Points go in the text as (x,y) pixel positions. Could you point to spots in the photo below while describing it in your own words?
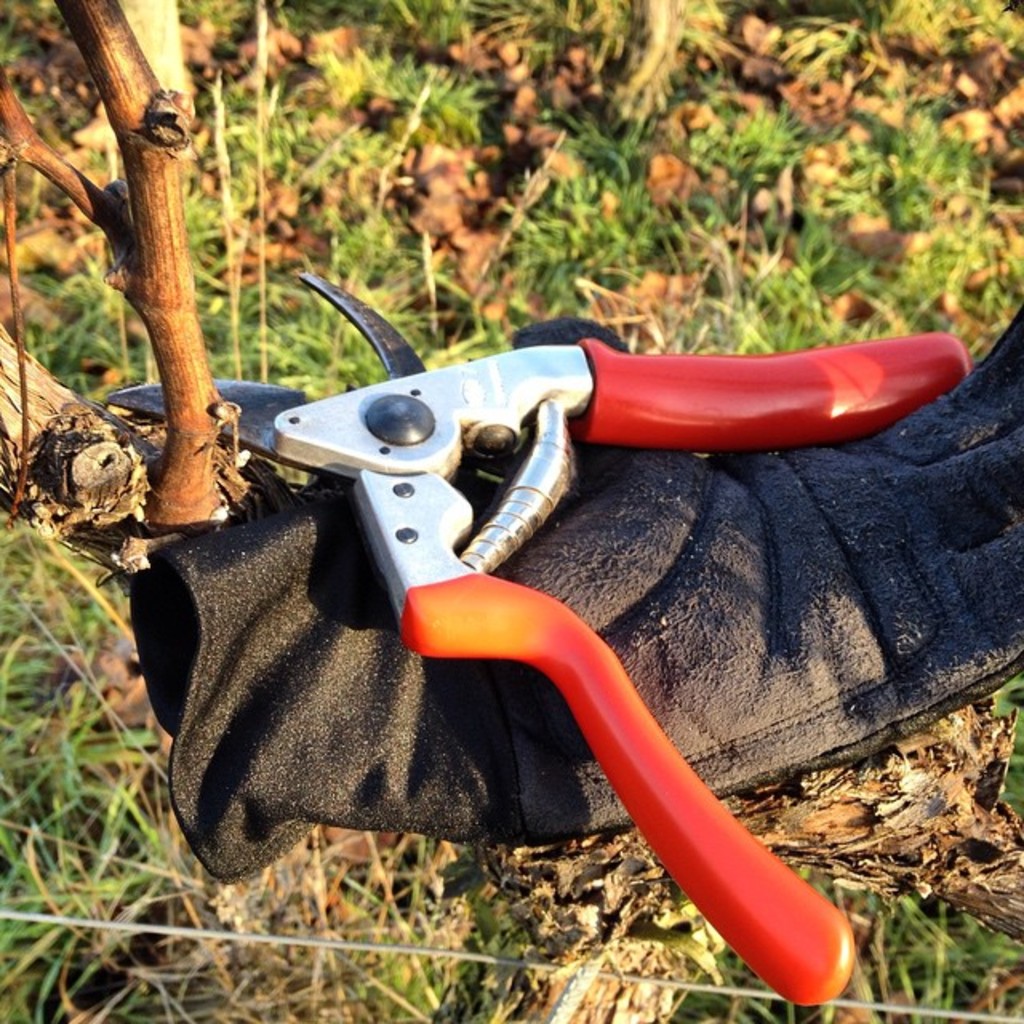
In this picture we can see cutting plier (408,476) which is kept on this black cloth (770,596). On the bottom (112,903) we can see grass (379,958).
